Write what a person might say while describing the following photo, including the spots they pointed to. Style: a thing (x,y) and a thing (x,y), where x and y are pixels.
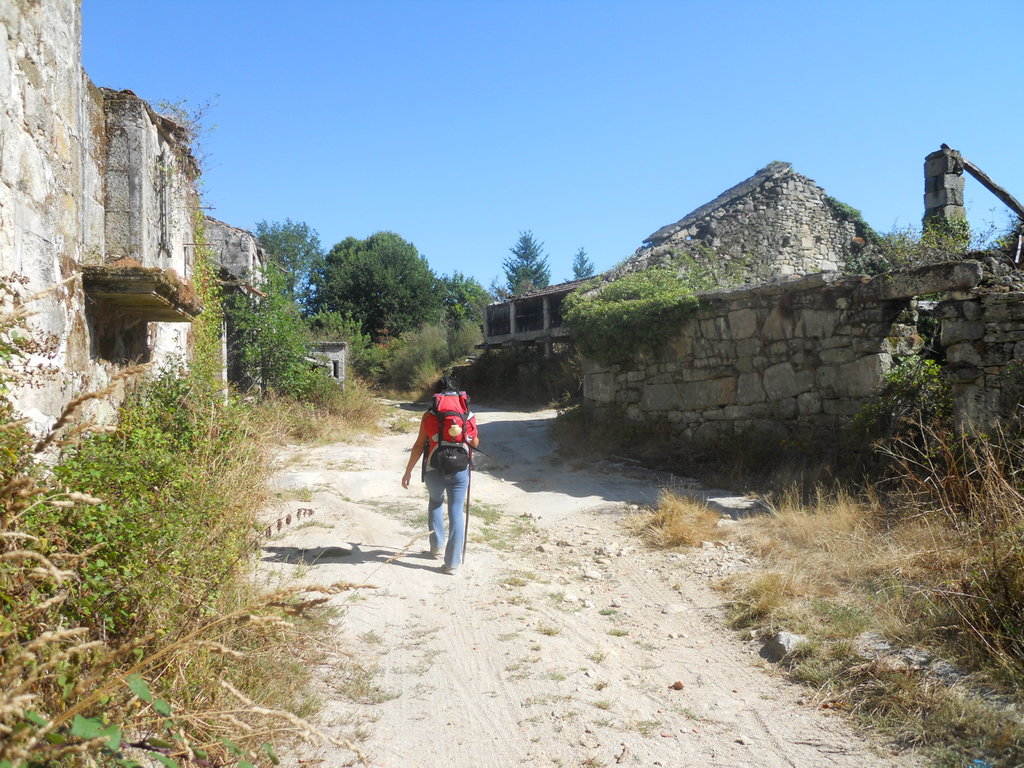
In the middle of the image (451,474) we can see a person (451,474) is walking, and the person (452,542) wore a bag (432,403), beside to the person (420,435) we can find few plants (129,441) and buildings (676,258), in the background (425,299) we can see few trees (363,282).
